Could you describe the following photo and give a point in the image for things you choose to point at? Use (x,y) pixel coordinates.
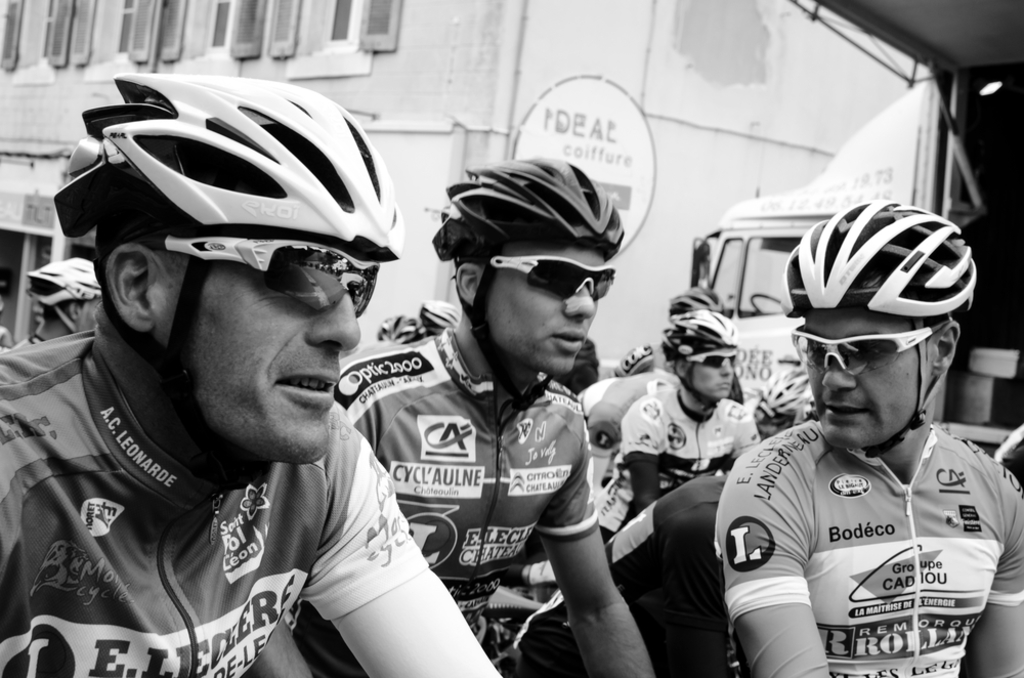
In the image we can see the black and white picture of people (419,367) wearing clothes (555,396), goggles (546,274) and helmets (459,220). Here we can see the vehicle (767,255), building (490,45) and windows (139,28) of the building (166,17).
